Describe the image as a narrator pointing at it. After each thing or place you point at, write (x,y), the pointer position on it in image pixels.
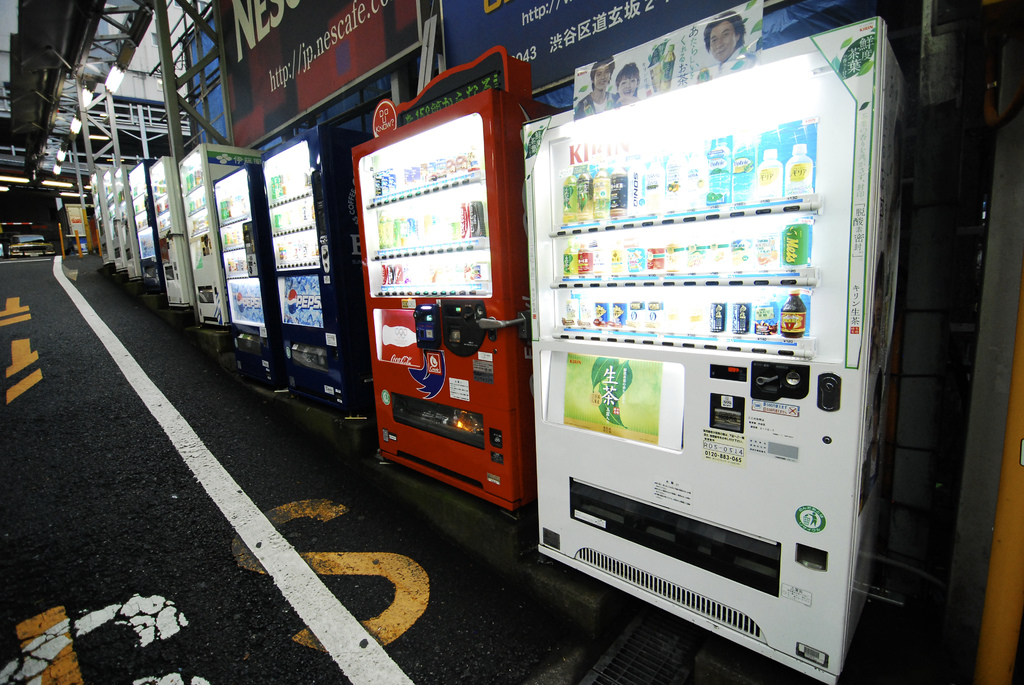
In the image we can see there are many vending machines (436,266) of different colors and in the machines (463,242) there are many other things (738,181). There is even a road (122,384) and many lights (99,140). We can see there are even posters (383,36).
